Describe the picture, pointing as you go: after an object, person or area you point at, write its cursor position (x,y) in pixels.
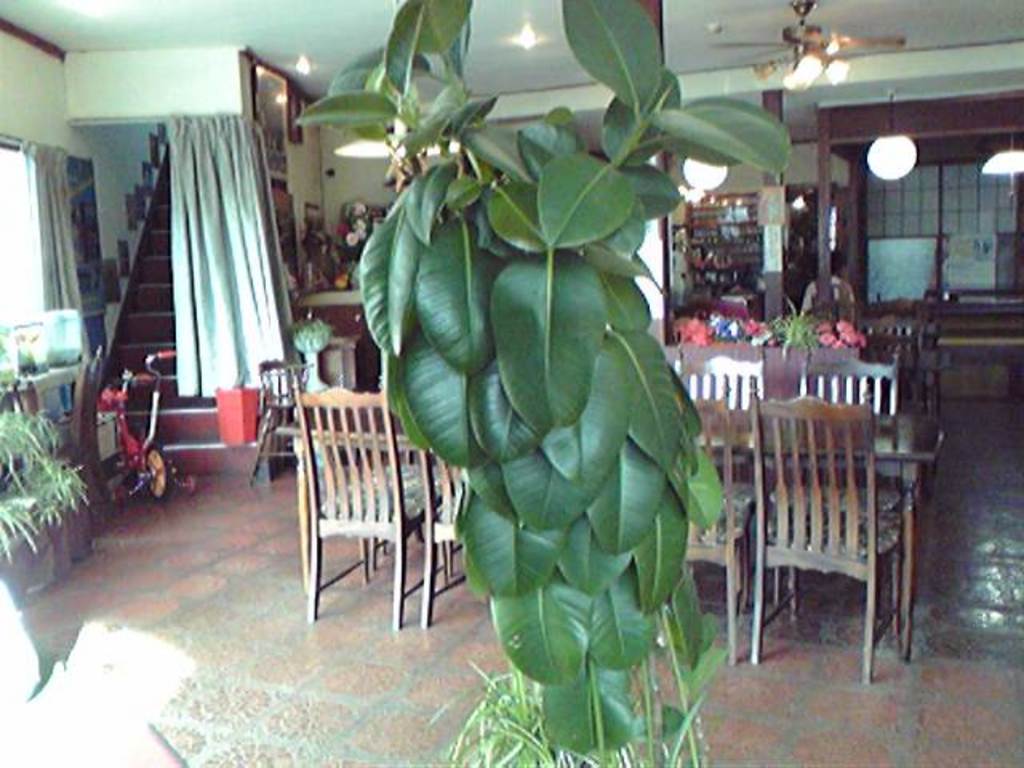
In this picture I can see there is a plant (562,598) here and it has leafs (503,636) and there is a table (754,441) in the backdrop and there are chairs (421,476) around the table (390,447) and there are few other plants (50,502) on to left (21,492), there is a window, few objects (41,367) and there is a bicycle (166,466), stairs (138,346) a curtain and there is a door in the backdrop (687,278), there are few shelves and there are few objects (697,263) placed in it.
